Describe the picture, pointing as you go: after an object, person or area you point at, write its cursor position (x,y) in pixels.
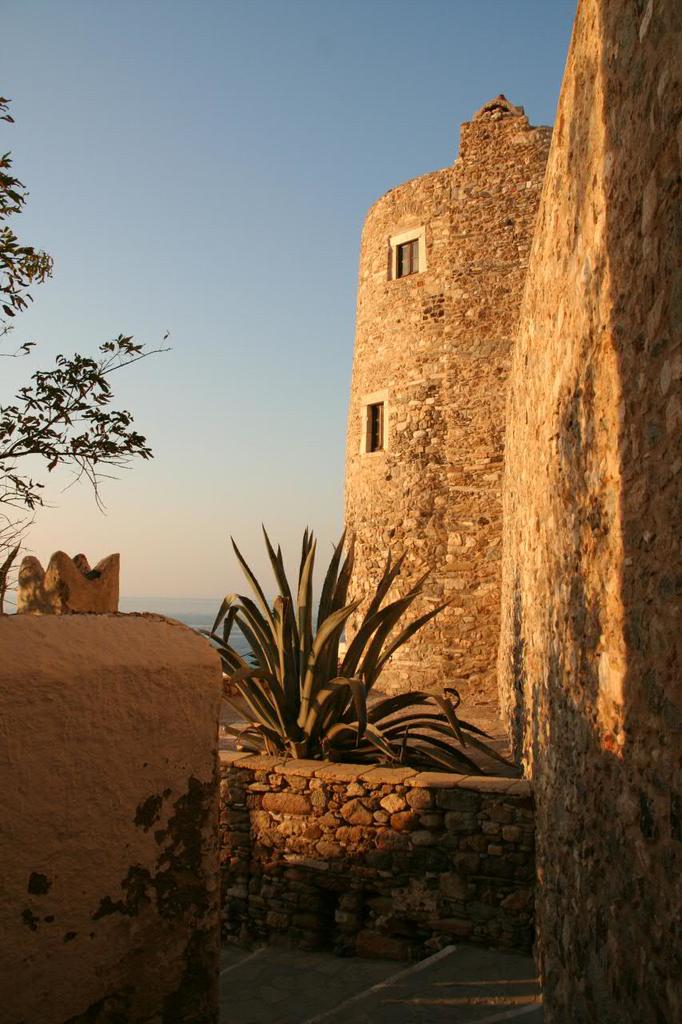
In this image we can see a stone structure (467,614). There are windows (380,438). There are plants (303,611). In the background of the image (226,225) there is sky (143,399). To the left side of the image (50,454) there is tree (42,416).
